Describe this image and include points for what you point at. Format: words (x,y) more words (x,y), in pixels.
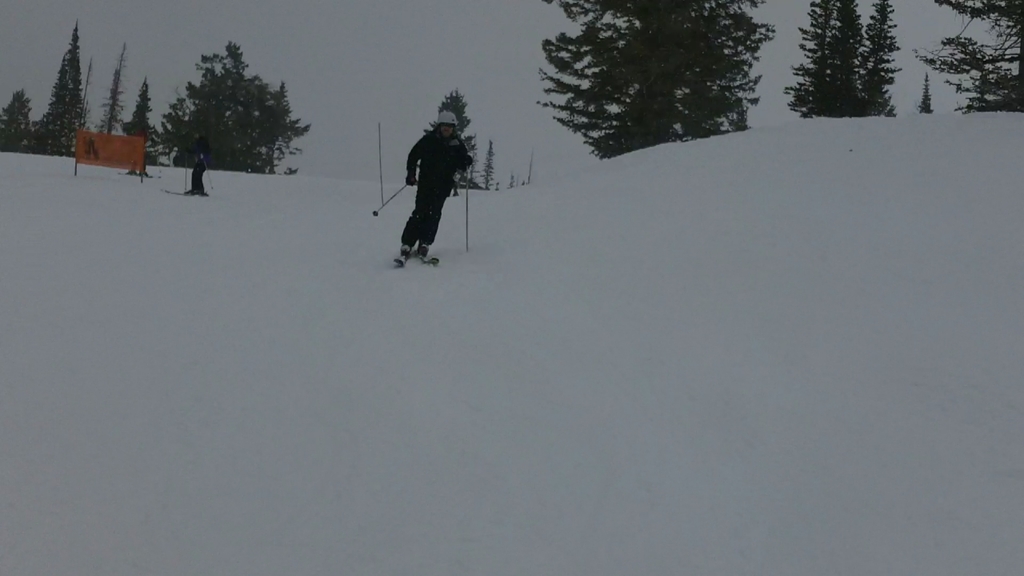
This picture is taken in a snow (460,342). In the center (407,240), there is a person (421,236) skating with the ski-boards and sticks (468,169) in the hands (467,155). On the top (198,66), there are trees (572,55). At the bottom (518,429), there is snow (392,337).
